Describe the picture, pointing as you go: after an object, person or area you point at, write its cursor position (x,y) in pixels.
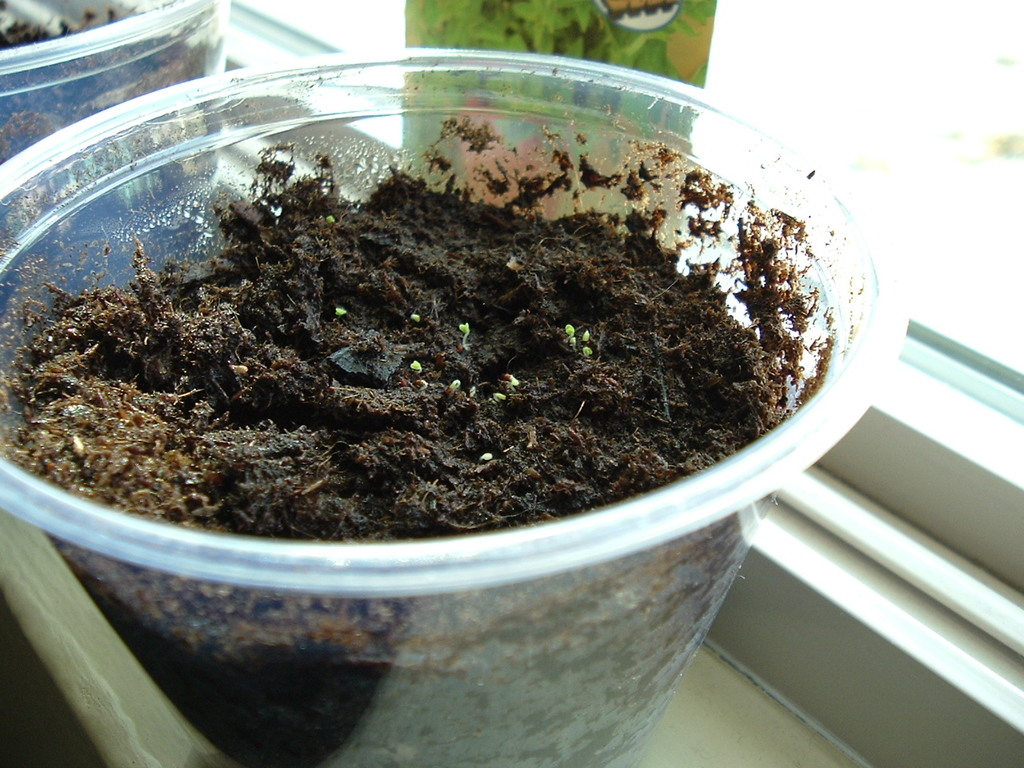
In the center of the image (442,511) we can see mud (256,326) in the jars (553,635). In the background (754,75) there is window (754,75).
